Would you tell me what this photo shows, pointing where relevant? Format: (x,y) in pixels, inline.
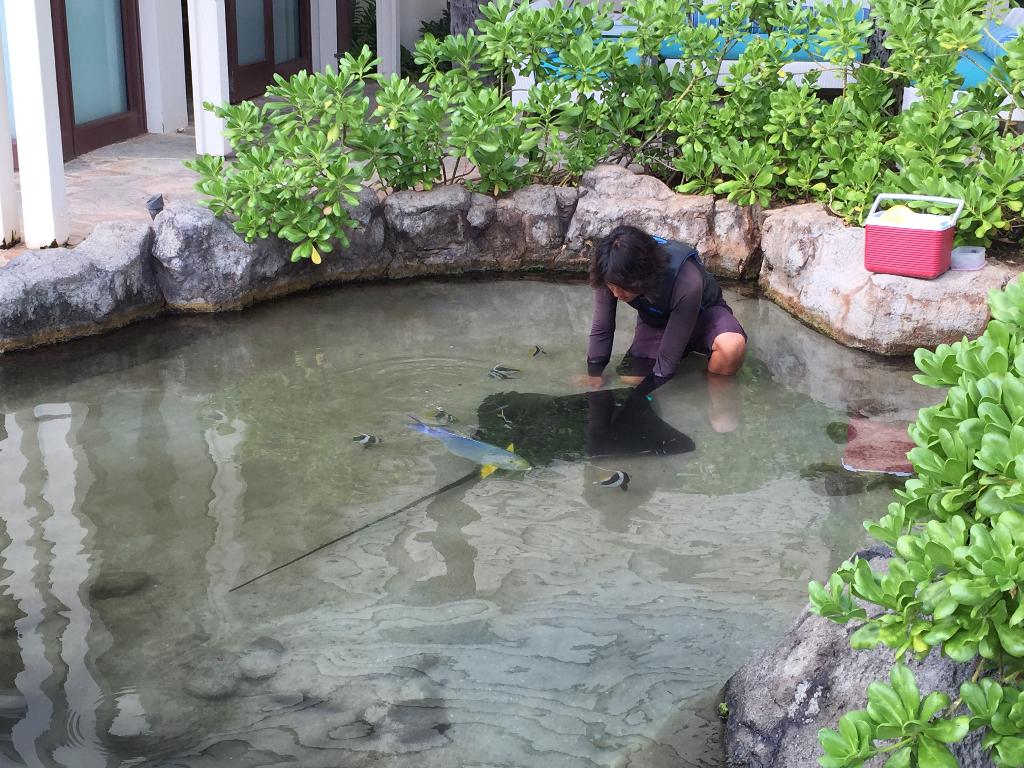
We can see a person (675,340) in the water (703,372). Background (421,208) we can see rocks (545,229), plants (875,186), basket (916,235), doors (269,75), pillars (205,100), walkway (111,155), couches (818,47). On the right side (854,672), we can see few plants (972,510) and stone (841,670). In the water (368,631), we can see stone (279,670) and few fishes (638,416).
